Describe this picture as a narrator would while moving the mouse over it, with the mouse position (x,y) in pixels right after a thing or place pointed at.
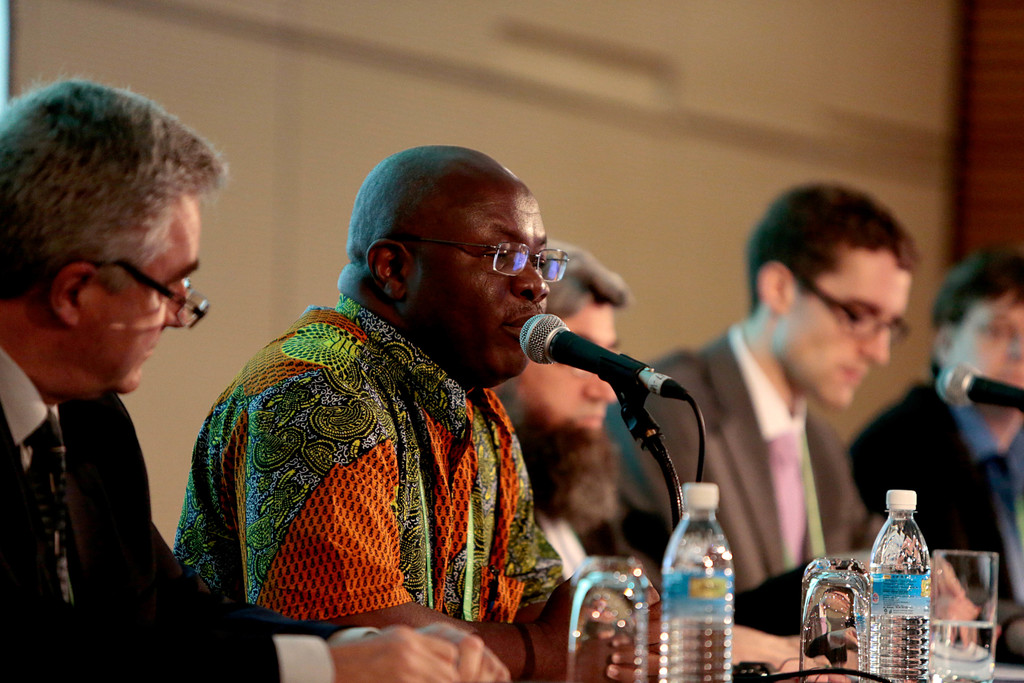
In this image, There is a microphone (608,363) which is in black color and there are some people (223,513) sitting and there are some bottle (892,605) and in the background (243,101) there is a brown color wall (505,107).
